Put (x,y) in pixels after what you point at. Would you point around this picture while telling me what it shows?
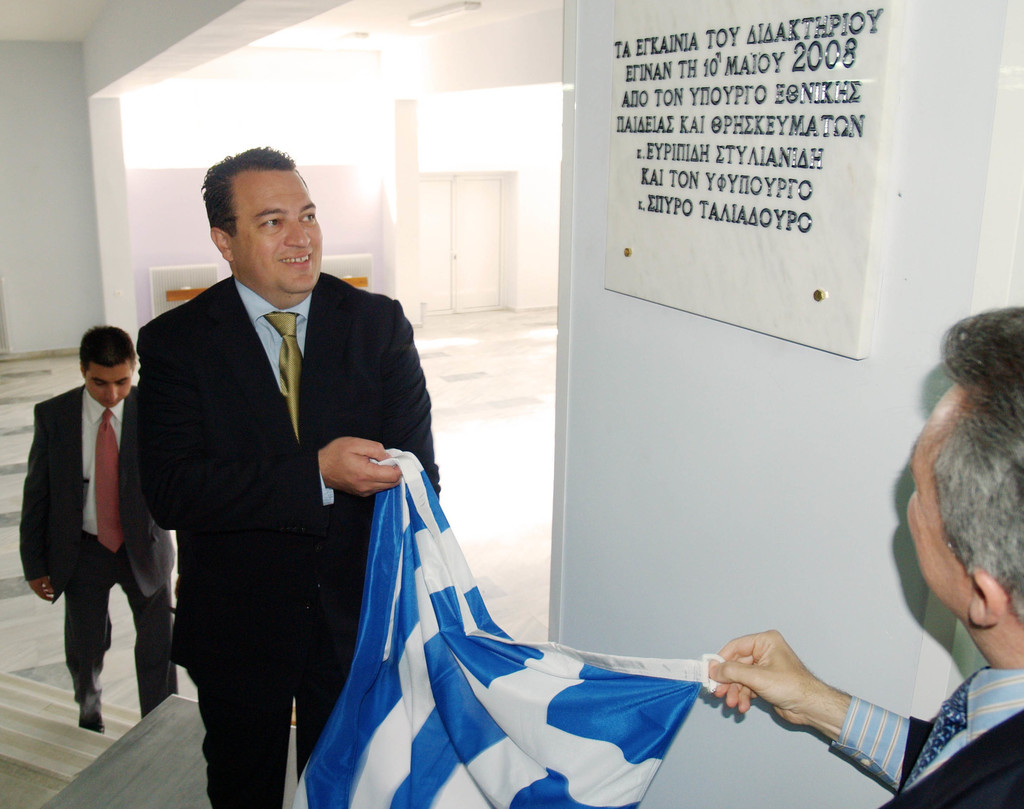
Board (785,181) is on the white wall (715,427). These two people (989,537) are holding clothes (420,601) and looking at this board (648,226). Back Side we can see a person (46,425), wall (75,124) and door (471,224). These three people (188,476) wore suits (165,441) and ties (955,701).
